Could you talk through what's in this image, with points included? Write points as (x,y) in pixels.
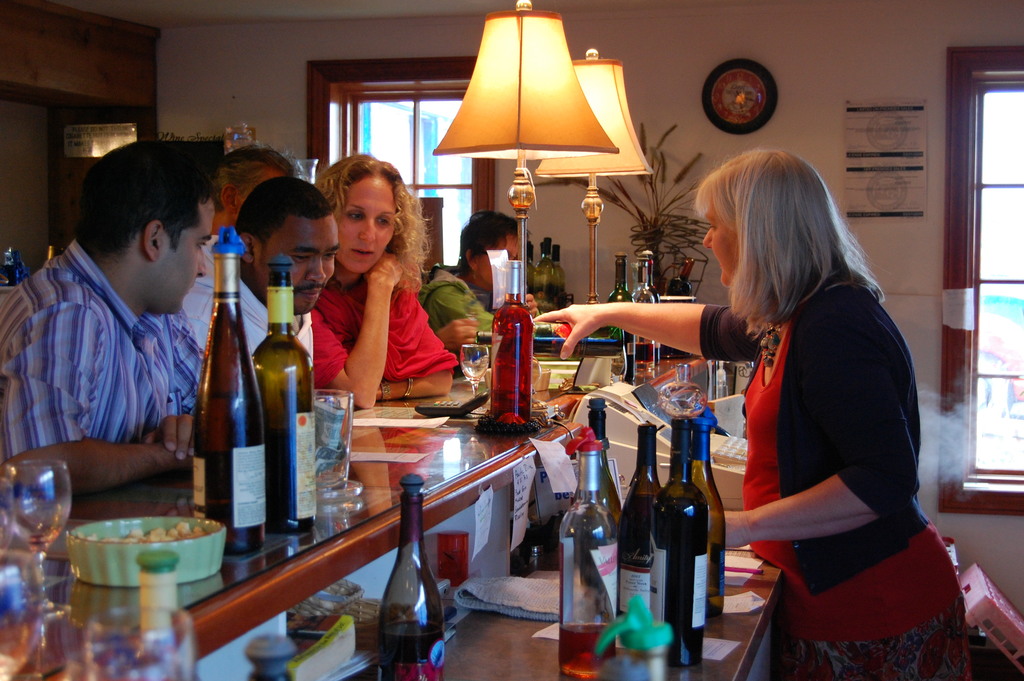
In this image I can see few people (494,228) and number of bottles (218,455) on this desk (467,434). I can also see lamps (581,110) and a clock (771,86) on this wall (811,115). Here I can see few glasses (14,627) and a plate (175,538).
